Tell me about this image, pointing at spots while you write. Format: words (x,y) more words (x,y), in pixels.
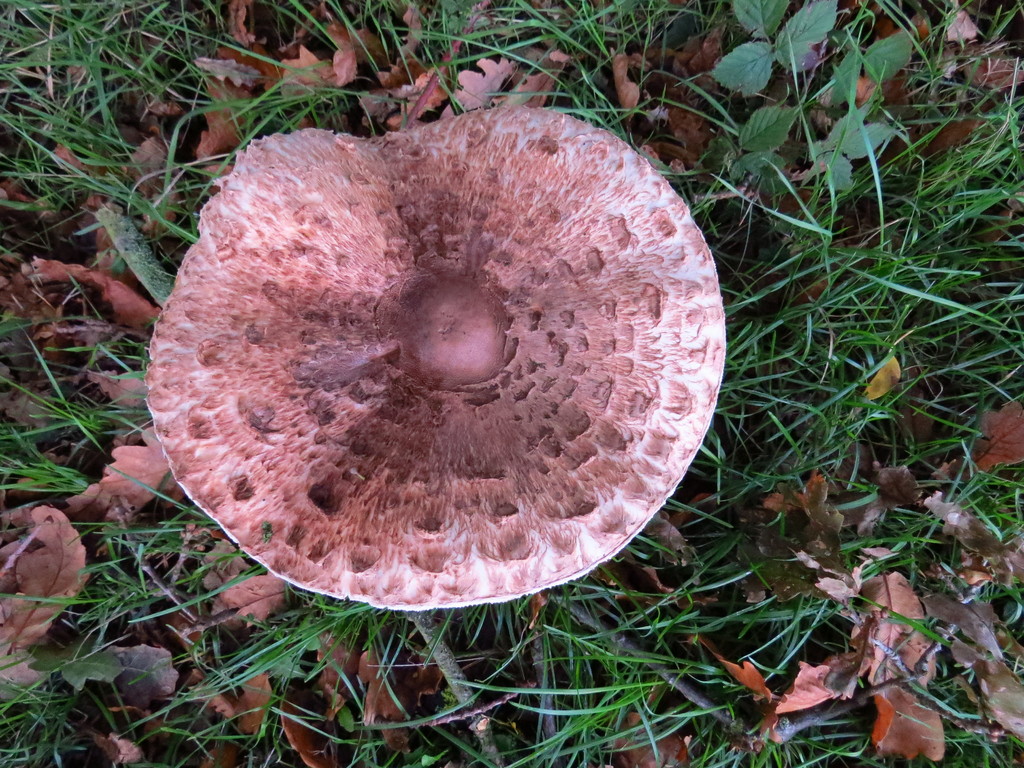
In this picture we can see a mushroom (328,336), grass (68,76) and some dry leaves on the ground (569,68).
